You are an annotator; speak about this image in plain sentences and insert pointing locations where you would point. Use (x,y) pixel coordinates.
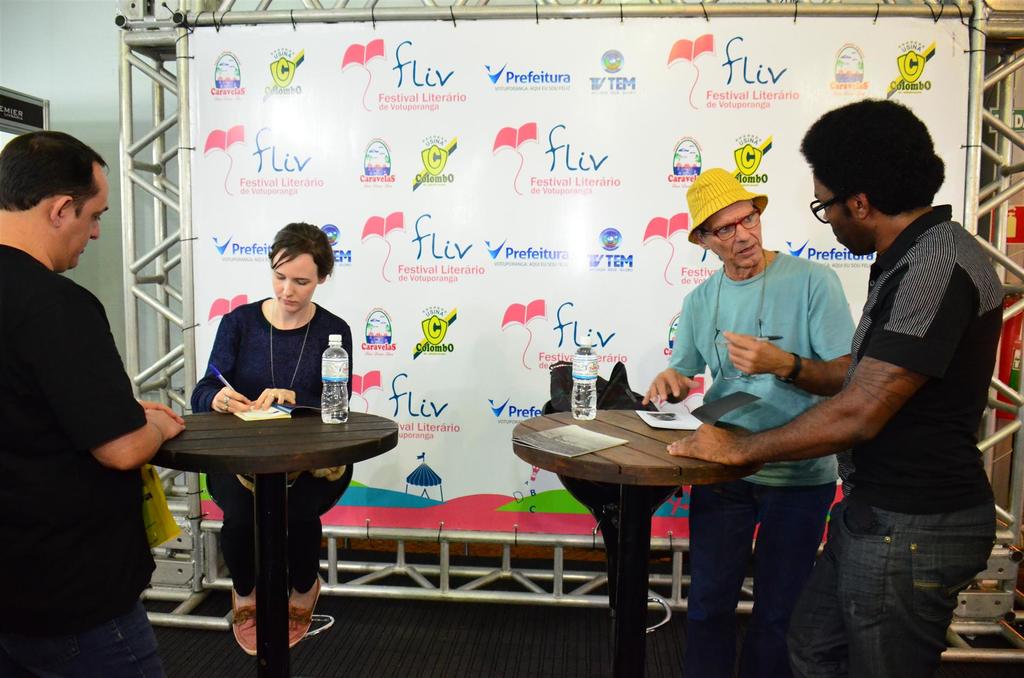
In this image there are two tables (536,418), chairs (612,573). There are four people (78,264) in this image one woman (308,348) and three men (741,331). 2 men (757,328) are standing to the right side (905,282) one man (27,319) is standing to the left side (73,521), woman (318,375) is to the left side (304,235), woman (316,387) is wearing blue color shirt (302,378) and black color pant (301,519) two men (10,349) are wearing black color t-shirt (934,463) and one man (750,330) is wearing blue color t-shirt (825,352) with a hat (697,194), there is a banner (612,179) backside of them.
